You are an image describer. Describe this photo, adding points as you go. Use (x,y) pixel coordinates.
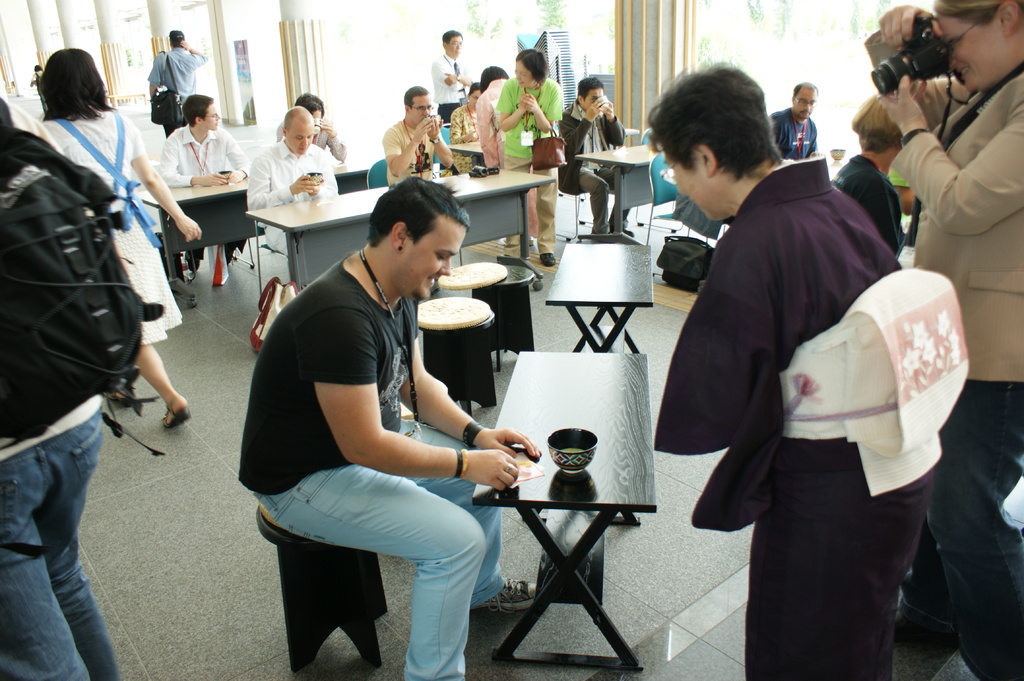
In the picture I can see a person (341,353) wearing black T-shirt (360,366) is sitting on a stool (352,568) and there is a table (527,432) in front of him which has few objects (526,456) placed on it and there are few persons (915,301) standing in the right corner (924,277) where one among them is holding a camera (923,74) in her hands (913,96) and there are few other persons (306,110) in the background (176,151).
